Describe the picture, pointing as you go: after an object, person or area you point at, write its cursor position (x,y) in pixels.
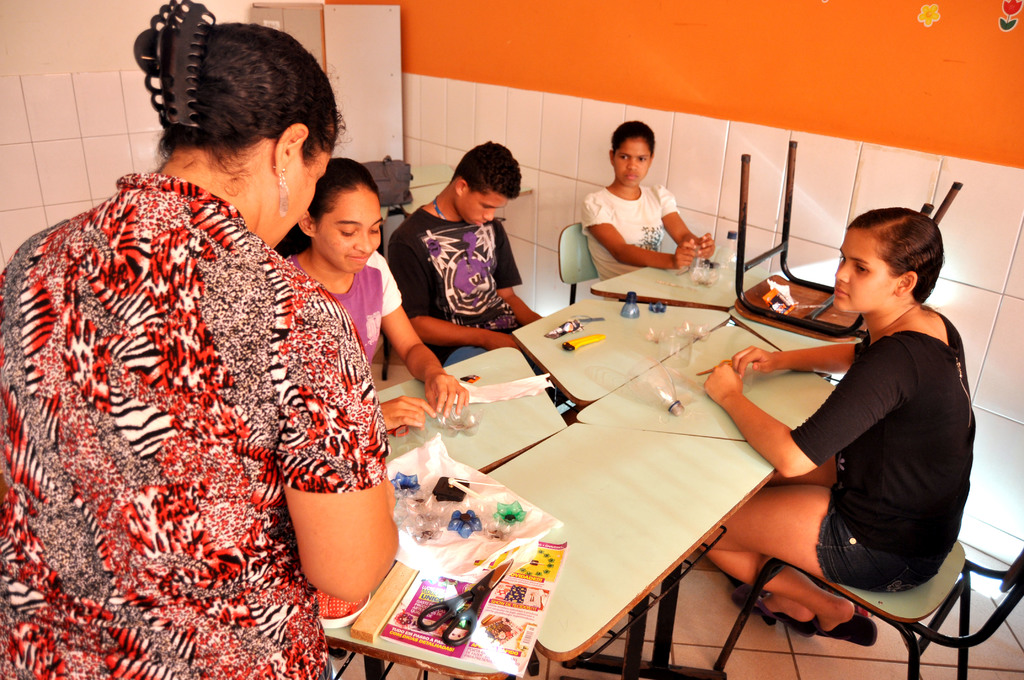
In this picture there are a group of people (821,501) sitting at the table (613,464), holding some objects (565,328) like scissors (422,612) and decorative stuff (469,530).
